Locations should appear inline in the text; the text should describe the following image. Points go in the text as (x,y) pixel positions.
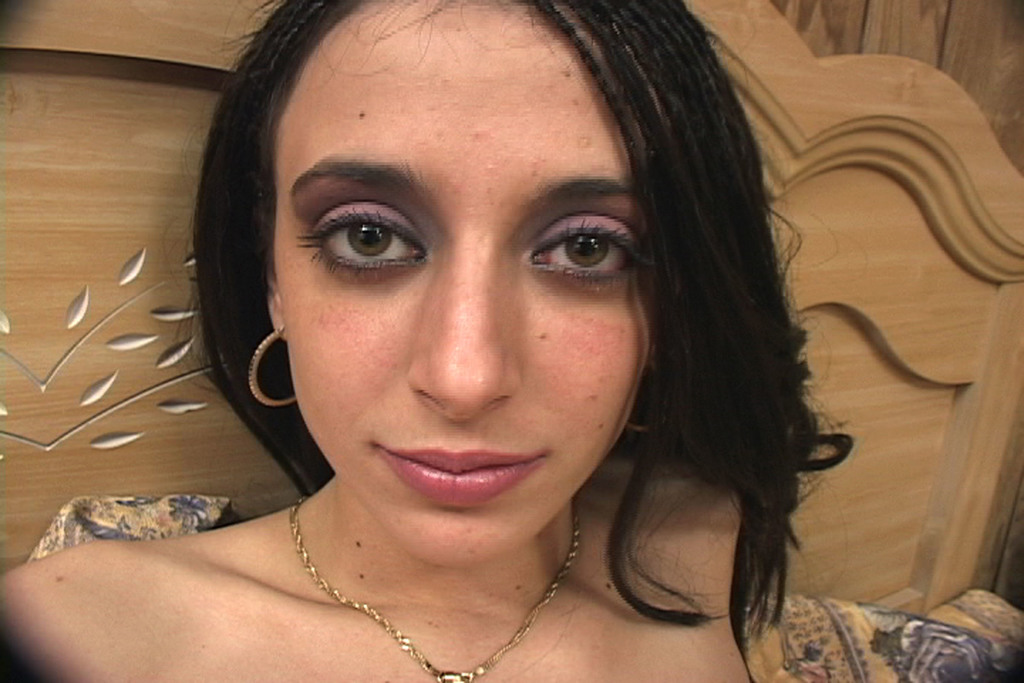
In this image we can see a woman (445,635). Here we can see the ornament chain (377,618) on her neck (367,551). In the background (883,83), we can see the wooden block (858,218).
